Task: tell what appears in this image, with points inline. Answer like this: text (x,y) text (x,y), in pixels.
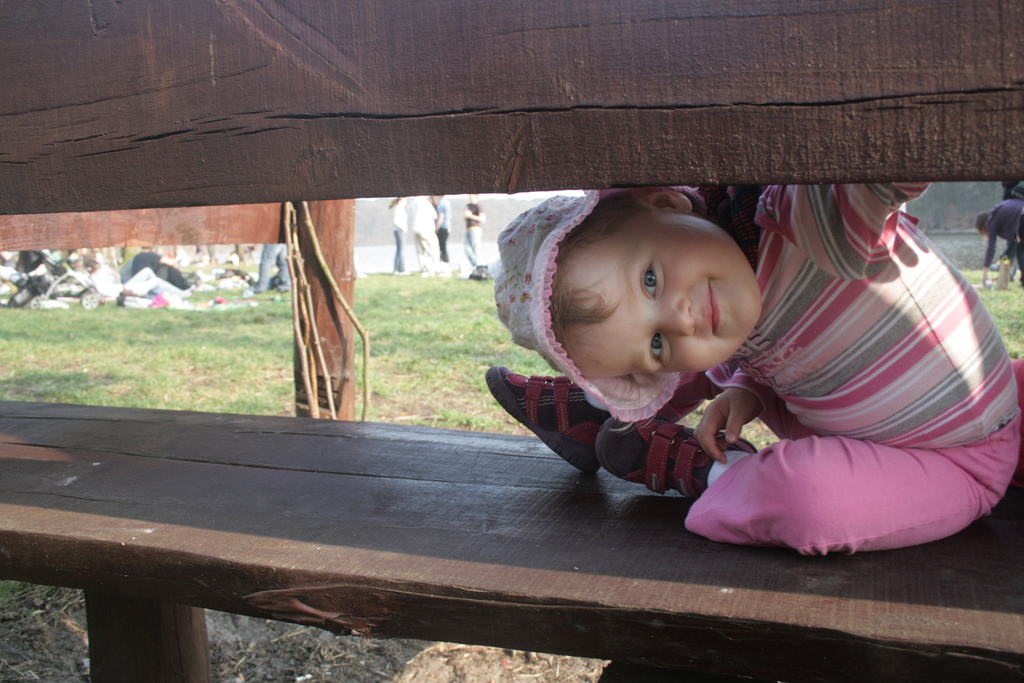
In the foreground of this image (859,239), there is a small girl (527,315) in pink dress (794,234) sitting on the bench (585,137) and seeing through the gap (226,365) of that bench (633,127). In the background (427,232), there is a picnic (208,291) and few persons (282,260) standing.
